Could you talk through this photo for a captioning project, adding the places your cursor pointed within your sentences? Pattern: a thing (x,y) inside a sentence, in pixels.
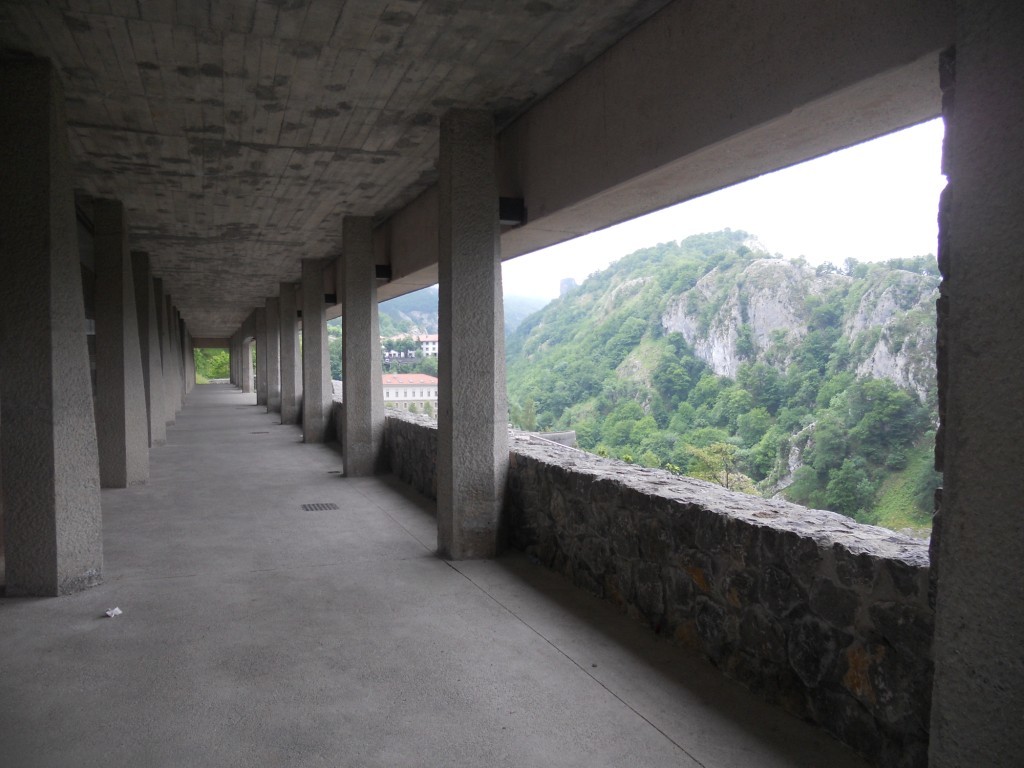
There are some pillars (279,405) of a building (314,382) on the left side of this image (319,417) and there are some trees (678,403) on the mountain (769,344) as we can see on the right side of this image (760,356).
